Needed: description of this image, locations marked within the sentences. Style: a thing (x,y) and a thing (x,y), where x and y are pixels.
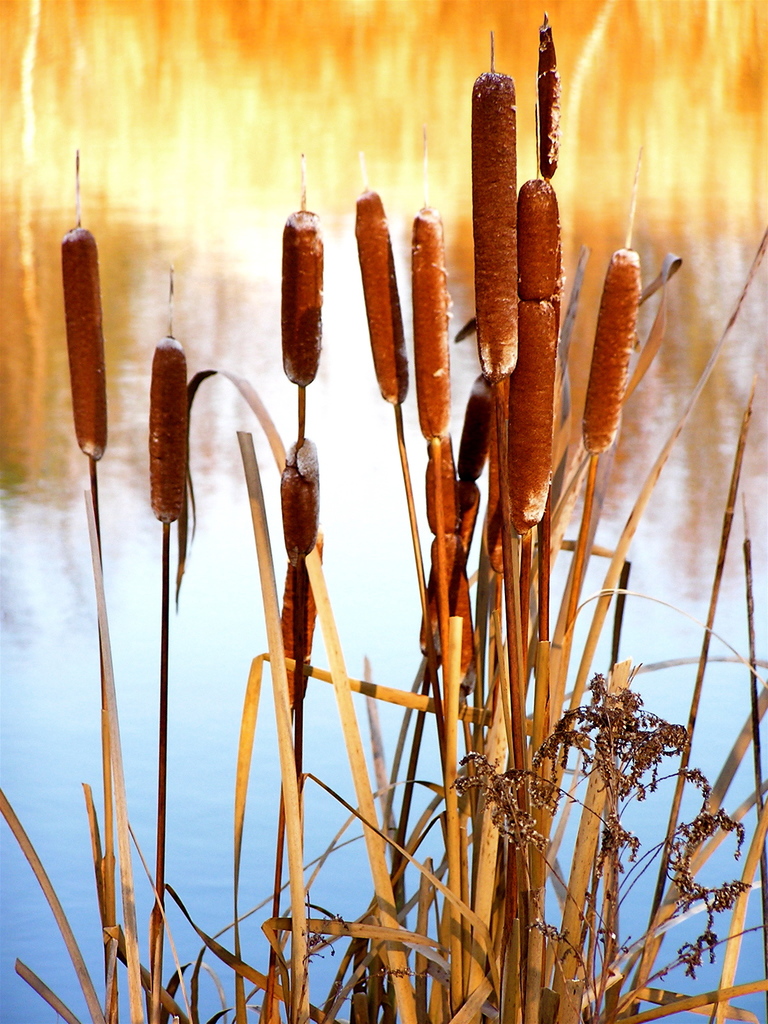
In this image we can see long straw (460,937) and water (47,530) in the background (47,530).
